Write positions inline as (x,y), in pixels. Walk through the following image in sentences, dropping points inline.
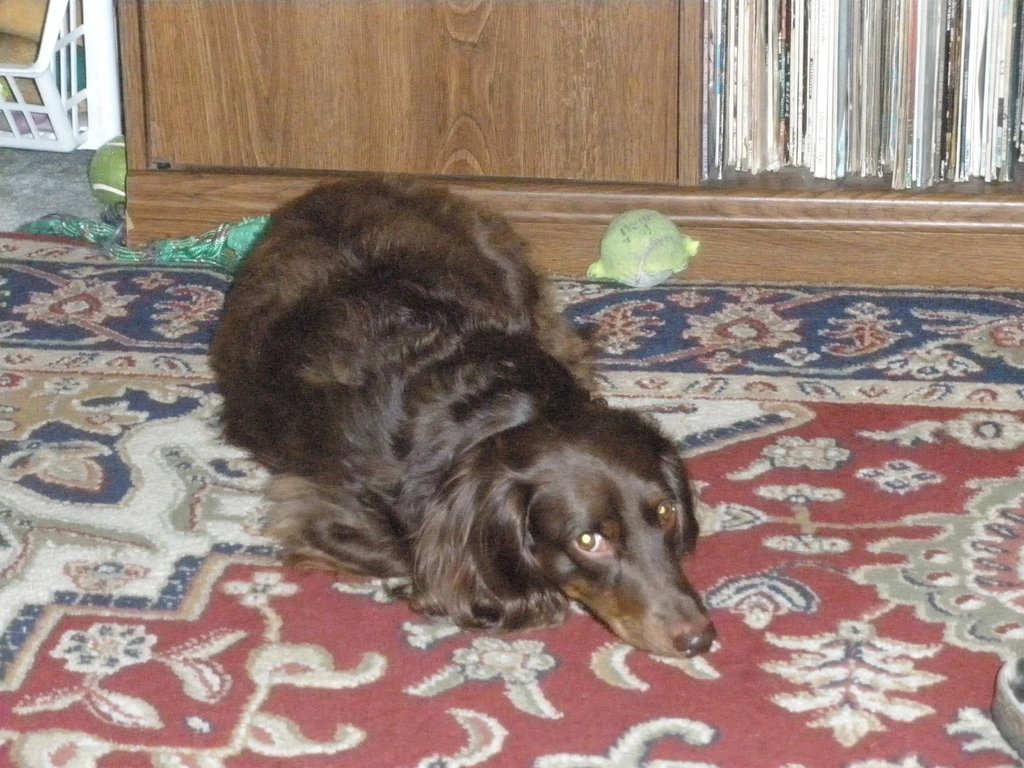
This picture is taken inside the room (772,441). In this image, in the middle (363,414), we can see a dog (290,293) lying on the mat (773,518). In the background (445,20), we can see a shelf (126,33) with some books (771,65). On the left side (46,61), we can see a object (26,114) and a ball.
